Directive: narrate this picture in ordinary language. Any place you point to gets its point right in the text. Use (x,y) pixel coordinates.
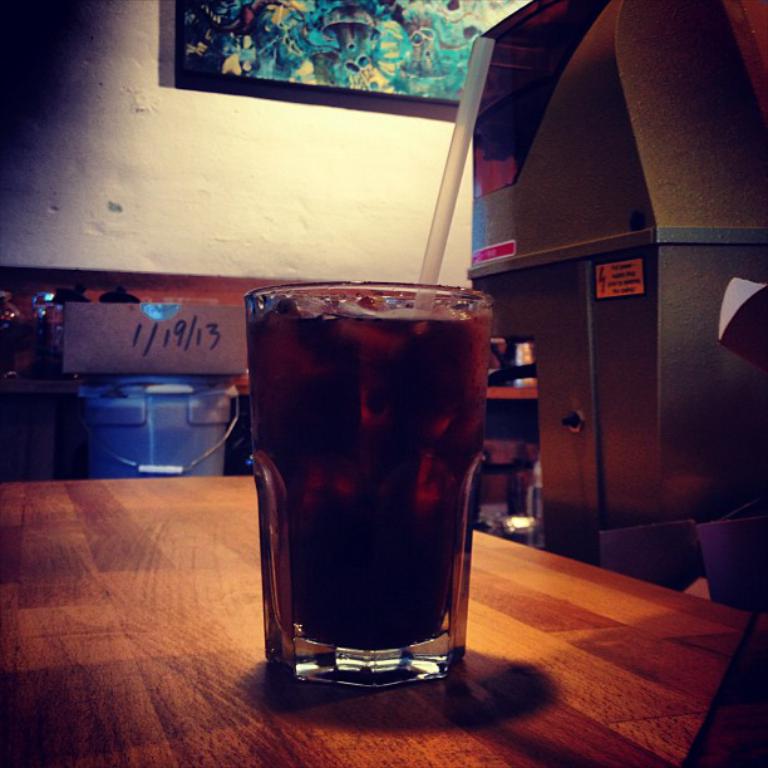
In this image, we can see a glass (335,363) with some liquid (367,346) and a straw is placed on the wooden surface (589,564). We can see the shelf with some objects (165,351). We can also see a blue colored object (163,381). We can see the wall (204,201) with some object (207,34) attached to it. We can also see some objects (666,57) on the right (614,126). We can see a board (161,358) with some text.
